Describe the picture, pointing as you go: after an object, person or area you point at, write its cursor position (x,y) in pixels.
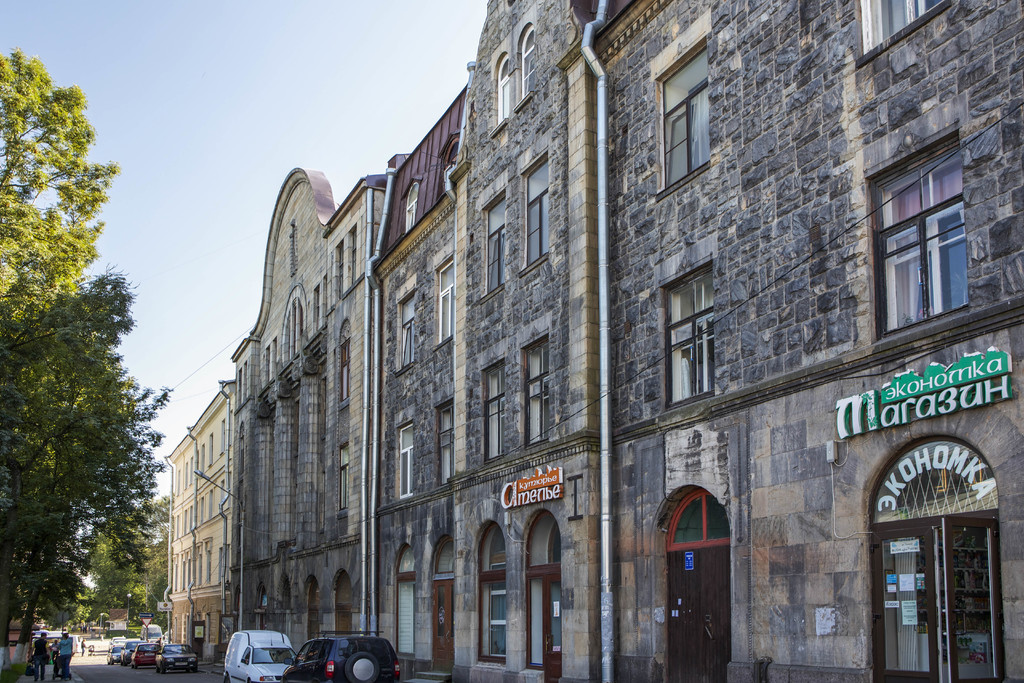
There are vehicles (191,647) on the road (100,659). Here we can see few persons (43,652), trees (97,556), boards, doors (945,590), windows (987,501), and buildings (583,349). In the background (360,64) there is sky (212,106).
